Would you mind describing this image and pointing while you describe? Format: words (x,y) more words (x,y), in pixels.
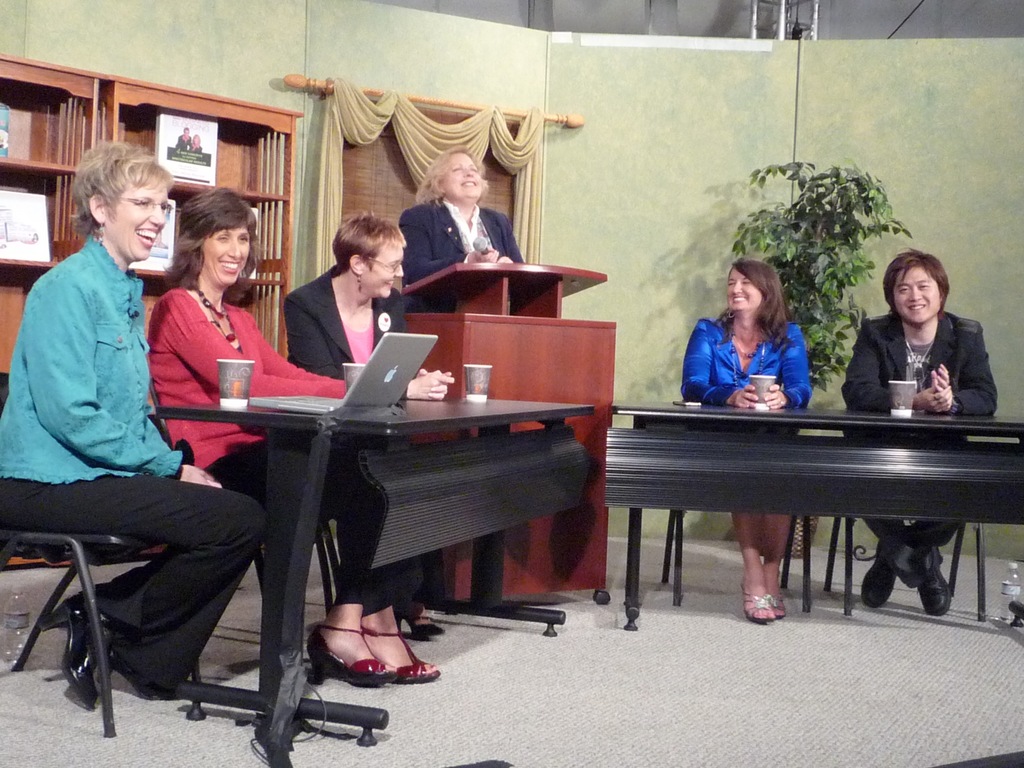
In this picture we can see six people (422,217) where five (434,392) are sitting on chairs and one (414,215) is standing at podium (548,301) and they are smiling and in front of them on table (866,430) we have laptop (364,396), cups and in background (248,125) we can see wall (618,128), curtains (408,133), racks (29,180) with photos (189,153) in it, plant (875,196).
